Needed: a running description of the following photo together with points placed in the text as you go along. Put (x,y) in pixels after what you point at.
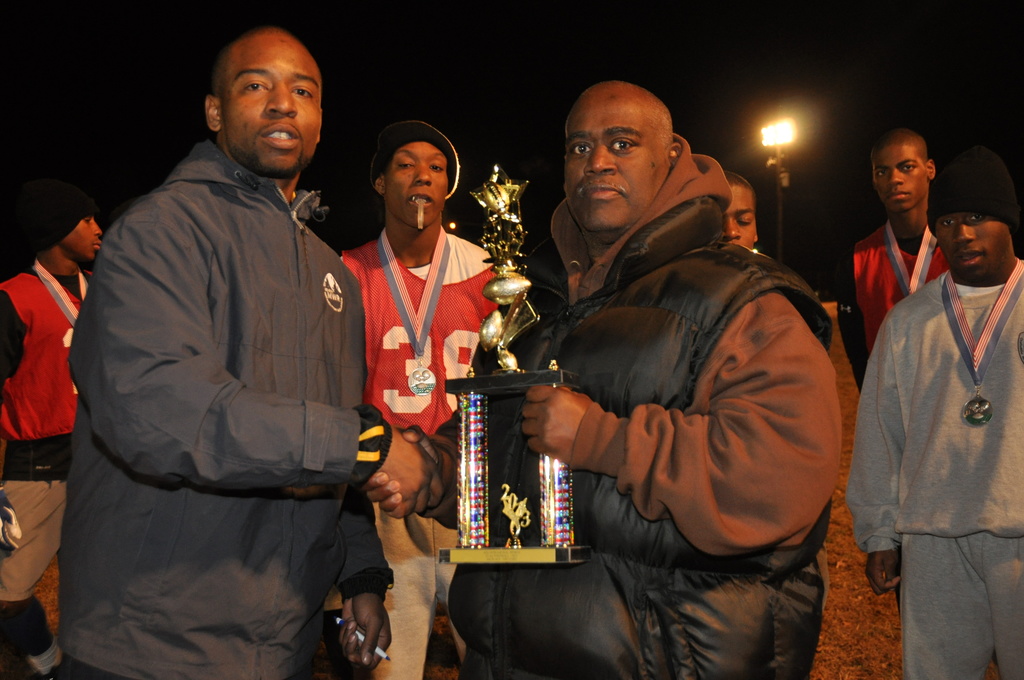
In this image in the front (440,475) there are persons (445,474) standing and shaking hands (424,452) with each other. On the right side (691,393) there is a man (604,460) standing and holding an object (559,469) in his hand (523,426). In the background (372,265) there are persons (440,266) standing and there is a light pole (779,206).
